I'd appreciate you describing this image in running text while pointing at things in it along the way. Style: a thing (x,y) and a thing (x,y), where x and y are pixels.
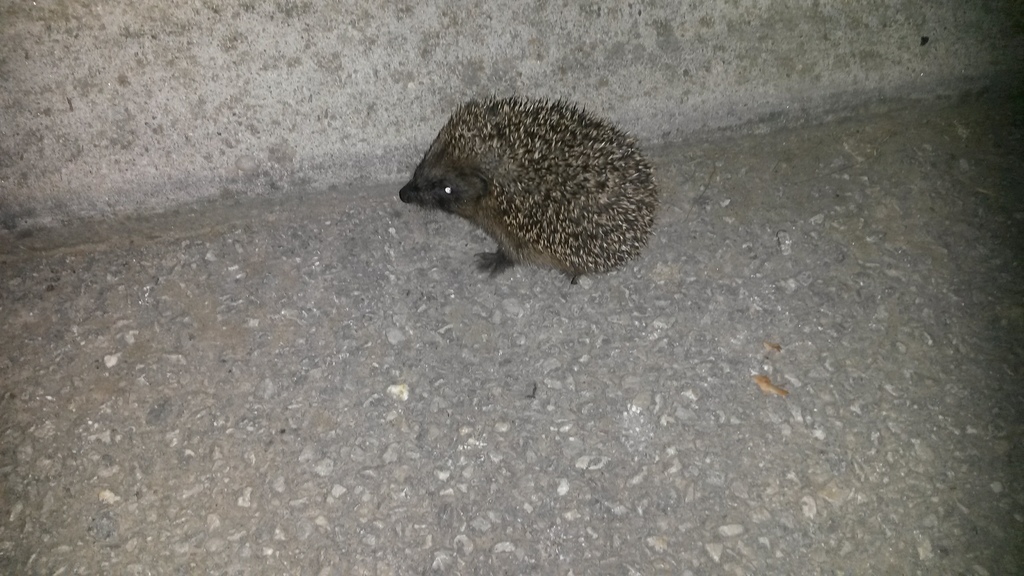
In this image in the center (528,208) there is a Hedgehog (547,201) on the ground (469,234).
